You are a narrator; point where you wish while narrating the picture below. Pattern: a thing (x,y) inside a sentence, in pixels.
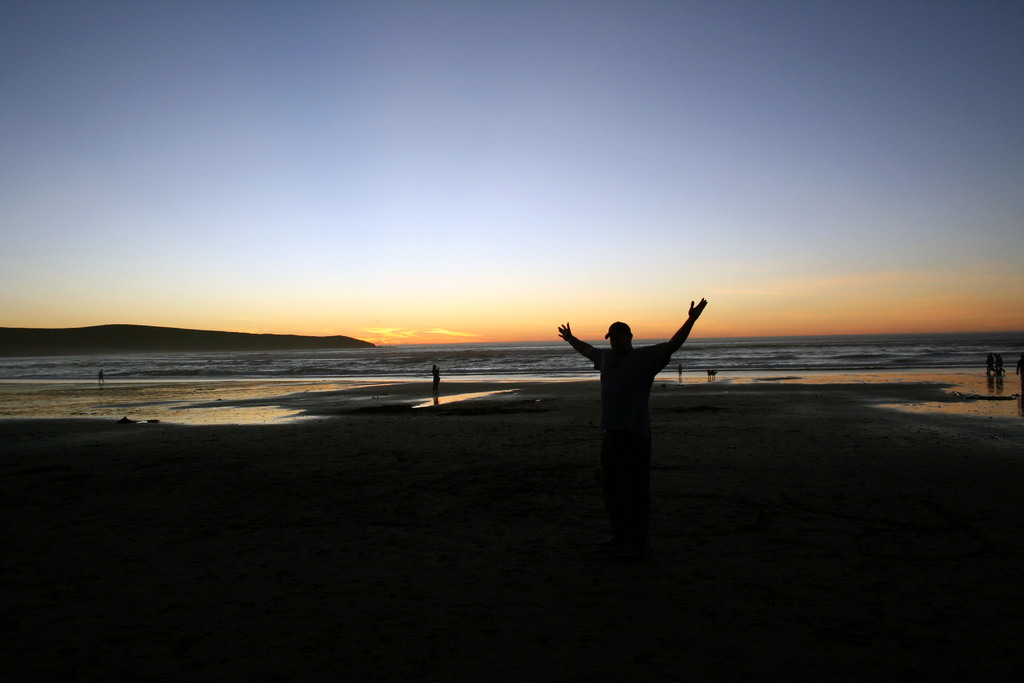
In the center of the image (647,354) there is person (632,343) standing wearing a cap (612,333). In the background of the image (393,368) there is water (457,368), sky (469,314). At the bottom of the image (397,617) there is sand (368,632).
